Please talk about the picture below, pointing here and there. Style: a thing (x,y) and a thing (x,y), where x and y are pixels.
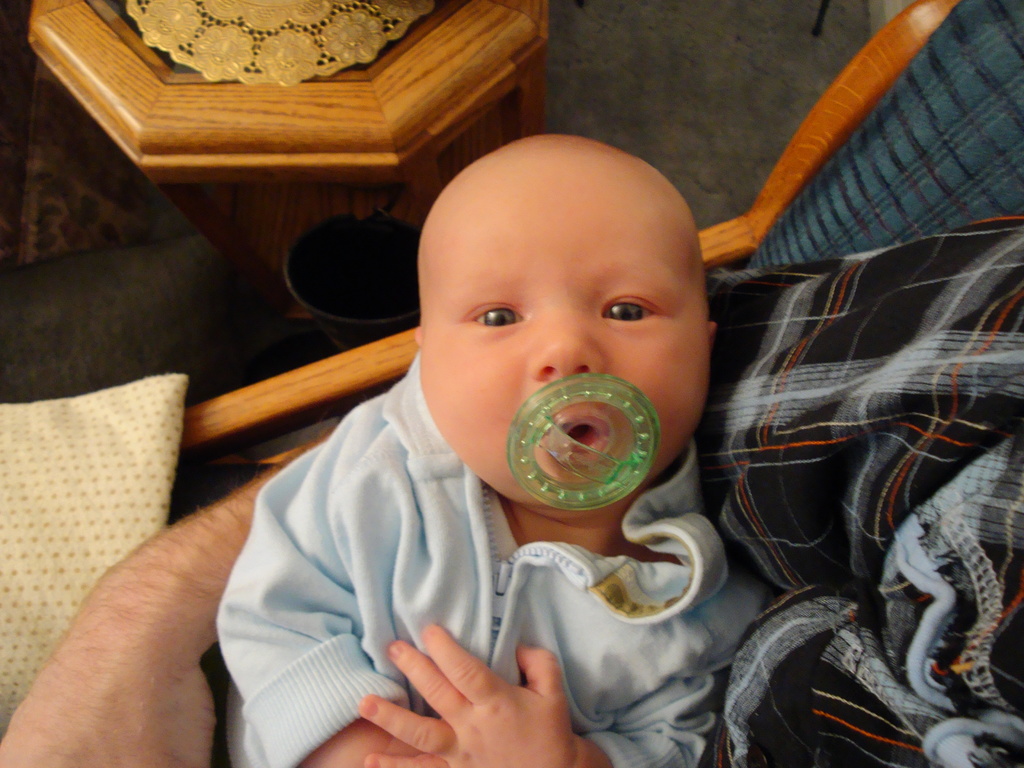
In the image we can see there is a baby (544,599) who is having a honey nipple (576,443) in his mouth (579,428) and on the table (364,206) there is a plate (264,63) which is in golden colour and a person (903,591) is carrying a baby (375,650).
